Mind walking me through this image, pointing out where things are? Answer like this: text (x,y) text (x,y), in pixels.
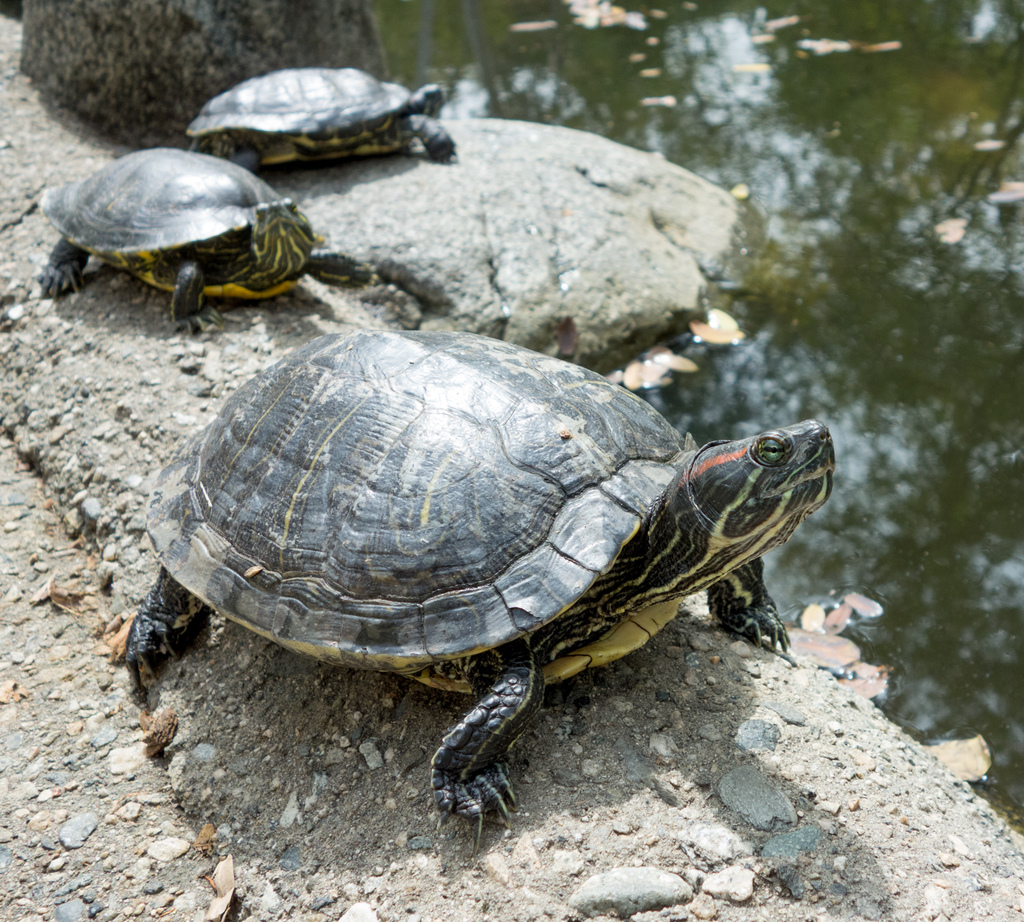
In this image we can see some tortoises (391,335) on the stones (598,274). On the right side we can see some dried leaves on the water (902,317).
